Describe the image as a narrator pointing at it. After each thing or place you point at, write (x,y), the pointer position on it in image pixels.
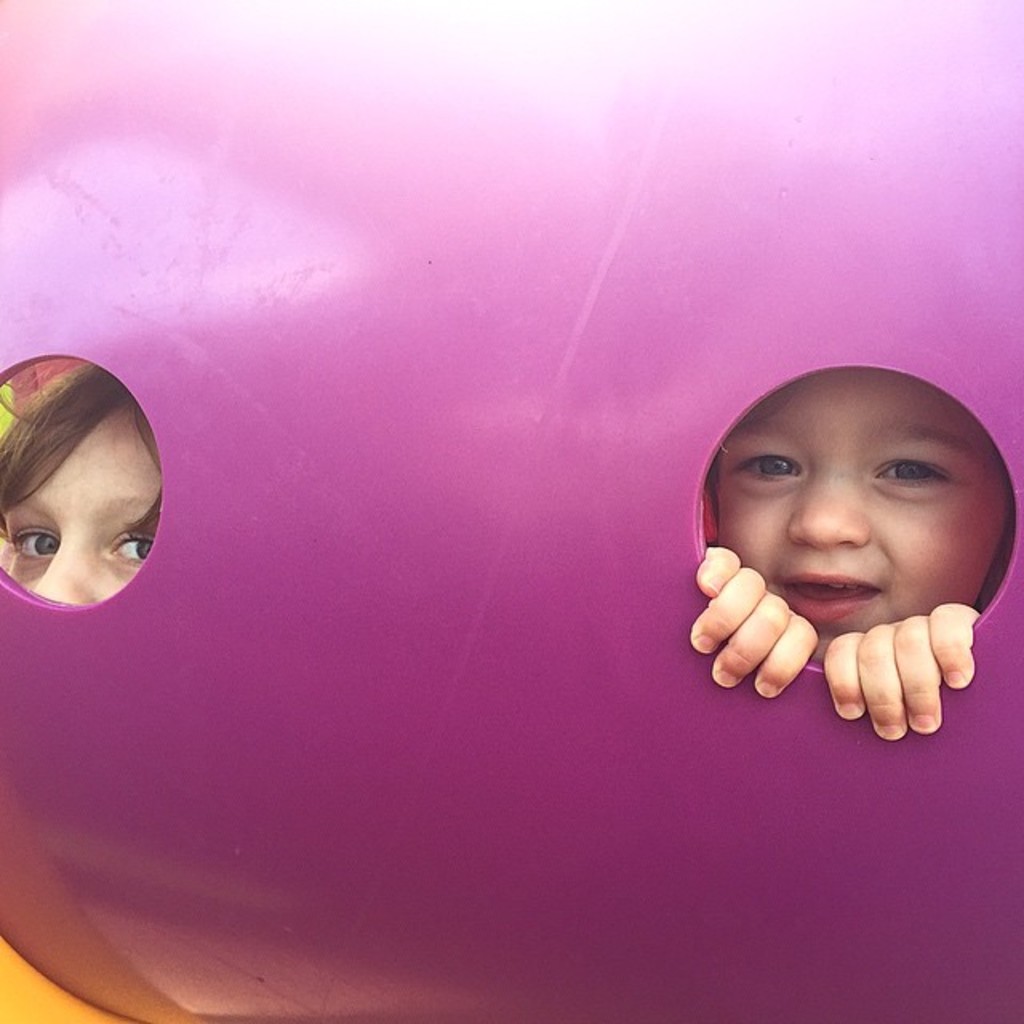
In this image, I can see two kids (730,637) in an object (822,910). This image is taken, maybe during a day.
